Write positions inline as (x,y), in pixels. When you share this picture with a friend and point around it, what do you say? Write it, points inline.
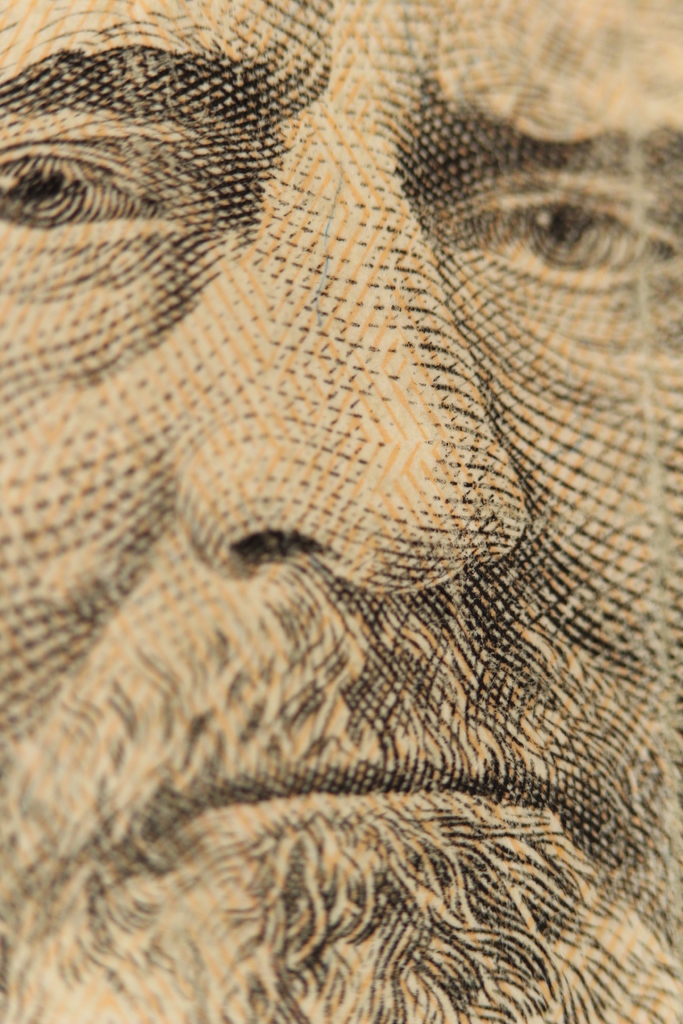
In this image we can see the painting (474,521) of a man (533,214).
